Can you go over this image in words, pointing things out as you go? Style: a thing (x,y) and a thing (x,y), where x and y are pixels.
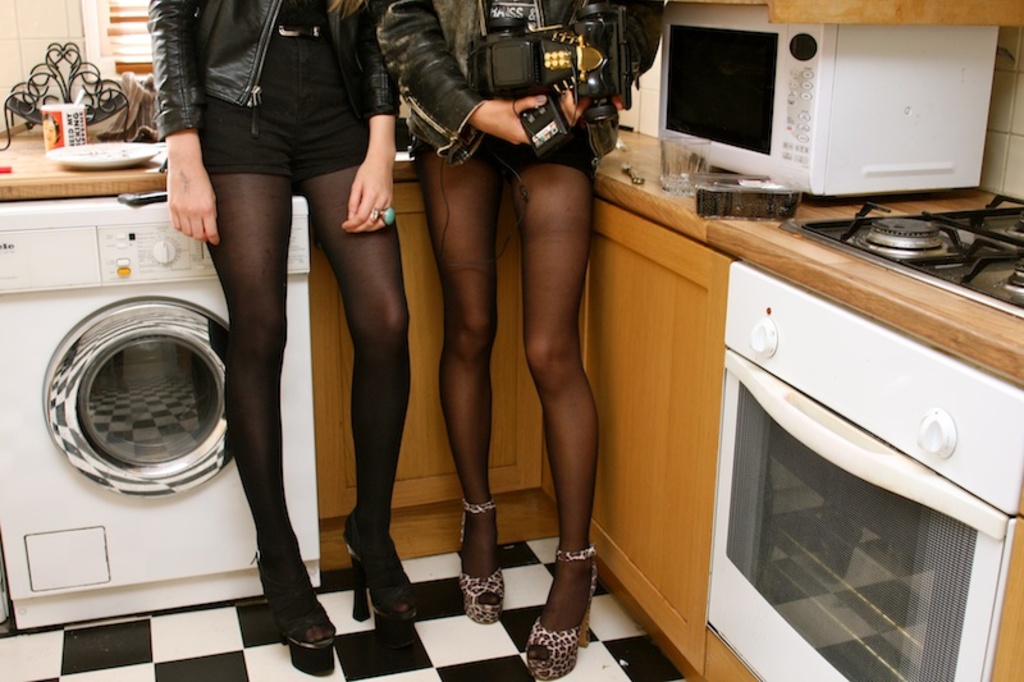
In this image there are two people (369,192) standing, and one person (429,88) is holding gadgets (558,73) and there is a kitchen (162,161). In the kitchen (84,226) there is an oven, glass (705,166), stove (932,269), plate (74,156), washing machine (109,283), cupboards (321,412), microwave oven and objects (57,80). At the bottom (209,659) there is floor (598,641).
